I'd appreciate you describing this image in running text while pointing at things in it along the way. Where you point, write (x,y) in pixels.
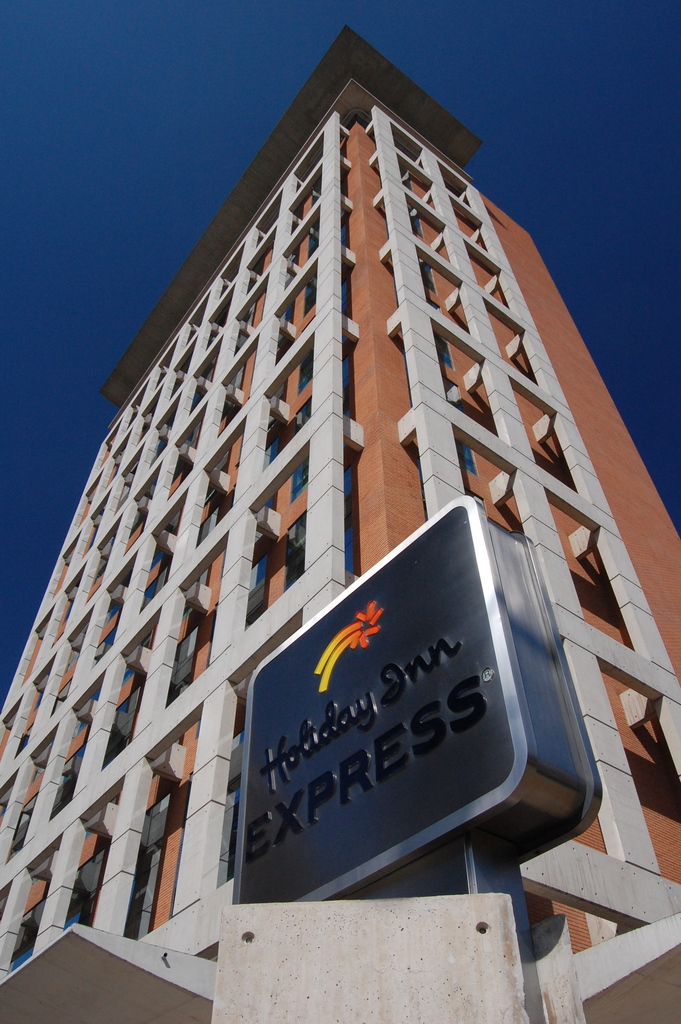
In this picture I can see a building (352,371), there is a name board (390,801), and in the background (542,90) there is the sky (584,72).
